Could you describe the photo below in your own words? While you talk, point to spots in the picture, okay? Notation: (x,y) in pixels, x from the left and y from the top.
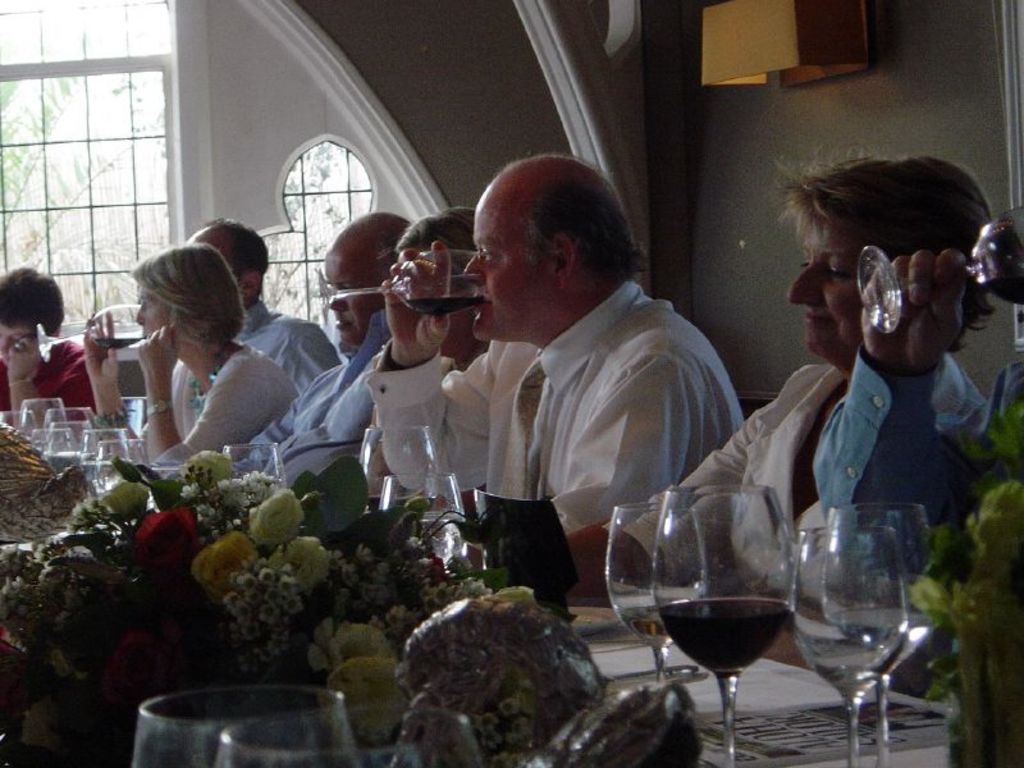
there are people (499,245) sitting and having drinks (113,319) there is a table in front of them on the table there are different items (187,474).
